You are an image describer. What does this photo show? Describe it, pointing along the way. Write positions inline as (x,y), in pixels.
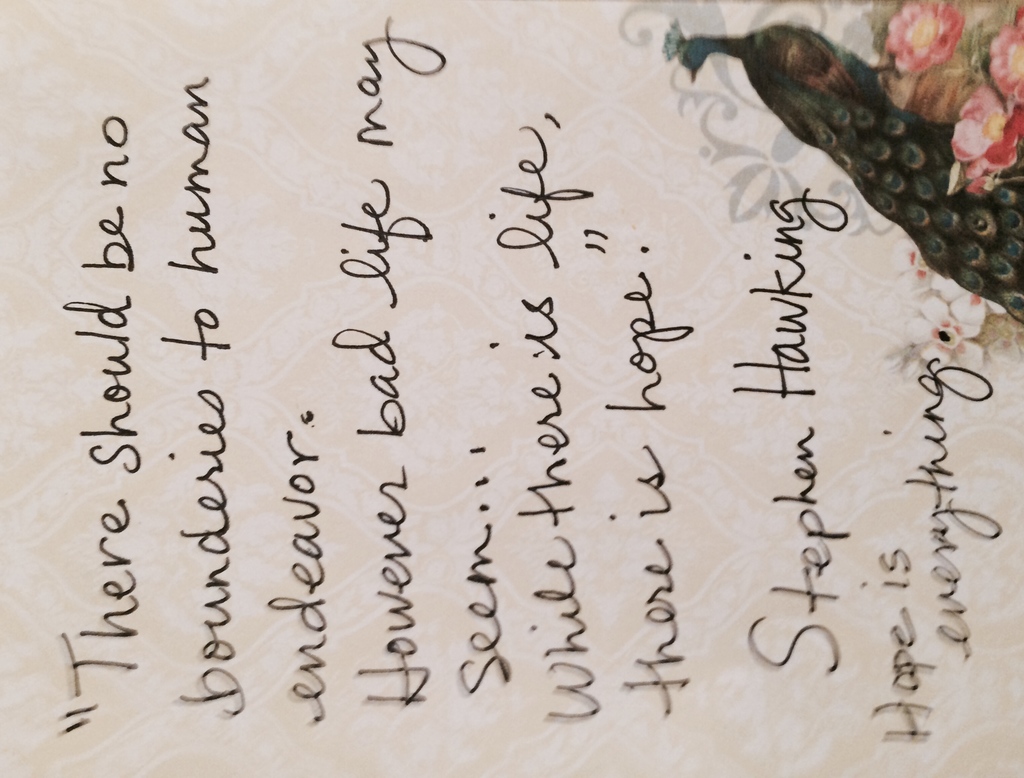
In the image there is a paper (36,295) with something written on it. And there is a peacock (789,81) and flowers images (995,113) on the paper (945,87).
